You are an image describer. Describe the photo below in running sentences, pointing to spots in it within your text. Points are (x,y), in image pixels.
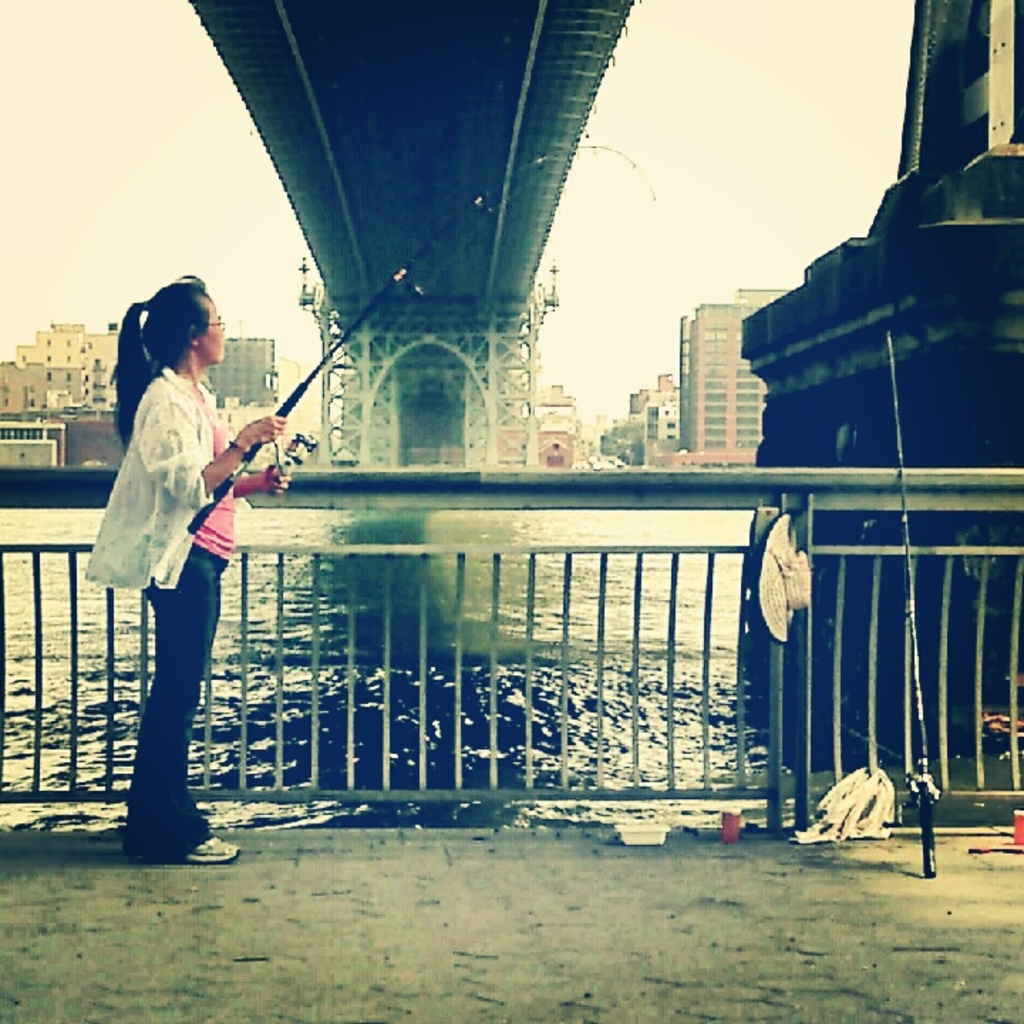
In this image we can see a lady (178,635) is fishing, there are some fishing rods (915,649), a hat (779,572), there are some buildings (714,392), a bridge (532,390), fencing (485,482), also we can see the water (468,674), and the sky (668,146).
